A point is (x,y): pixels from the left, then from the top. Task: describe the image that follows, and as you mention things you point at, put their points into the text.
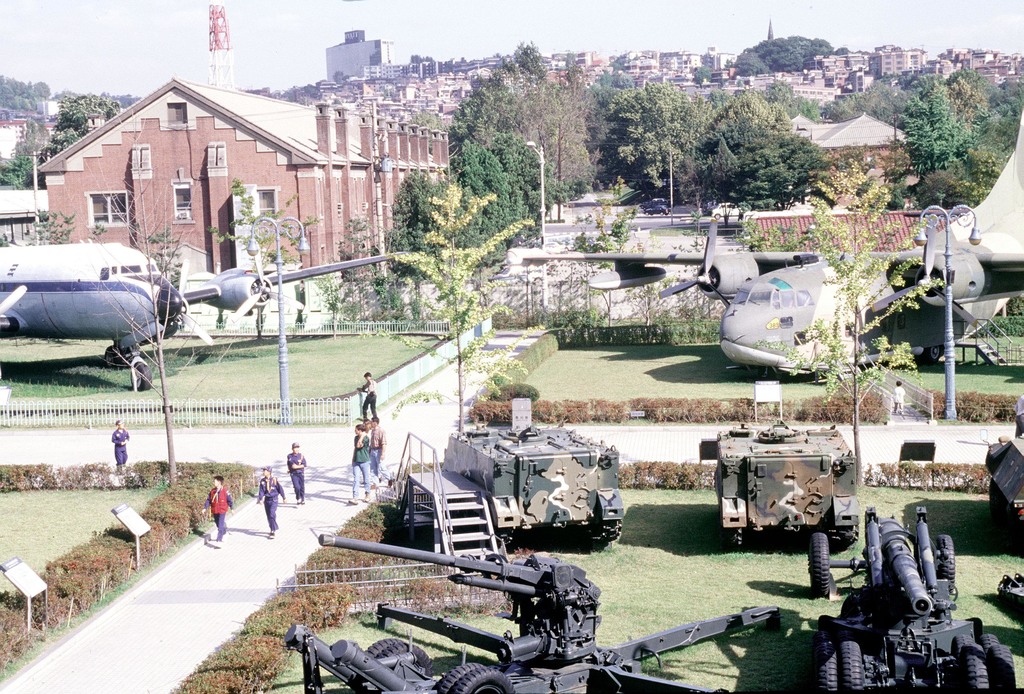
In the background of the image (345,63) there are buildings (347,163). There are trees (476,112). There aeroplanes (714,245). In the foreground of the image (453,466) there are war tanks (770,442). There are people (365,472) walking. There is grass (727,663). There is a tower (220,80).
